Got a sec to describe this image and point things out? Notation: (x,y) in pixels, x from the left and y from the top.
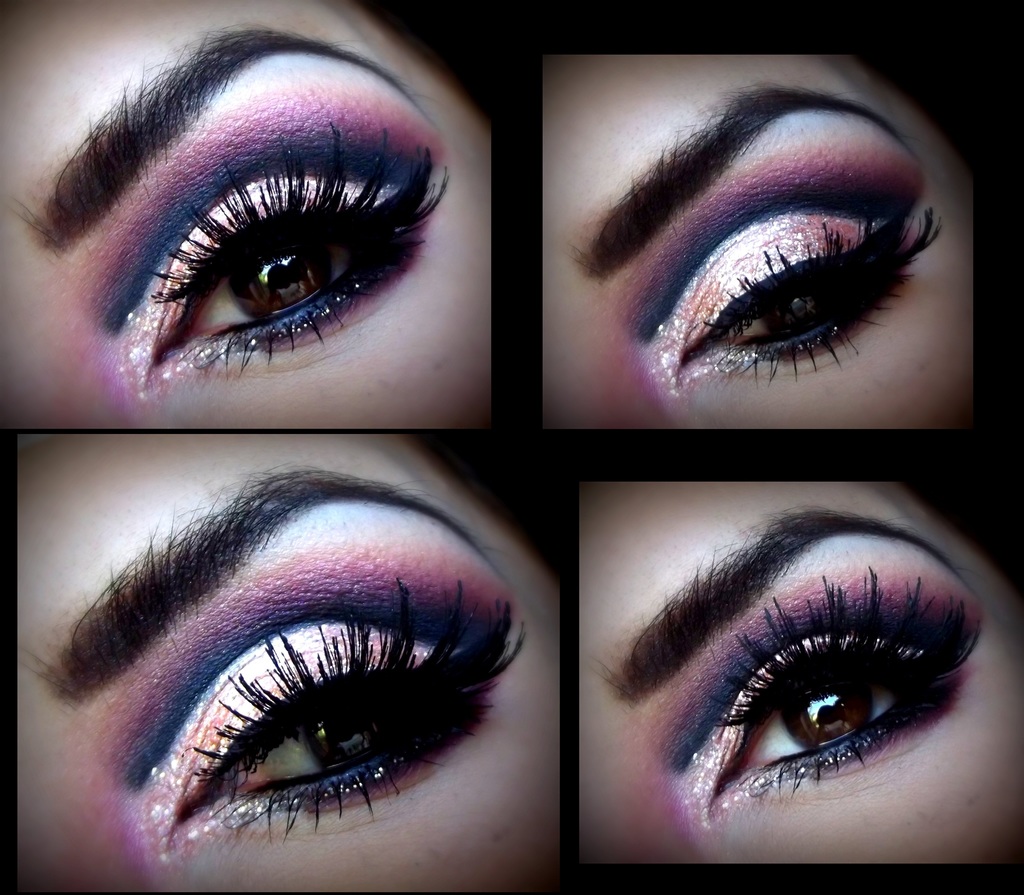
In this image we can see the eyes (770,730). We can see the collage photo.
